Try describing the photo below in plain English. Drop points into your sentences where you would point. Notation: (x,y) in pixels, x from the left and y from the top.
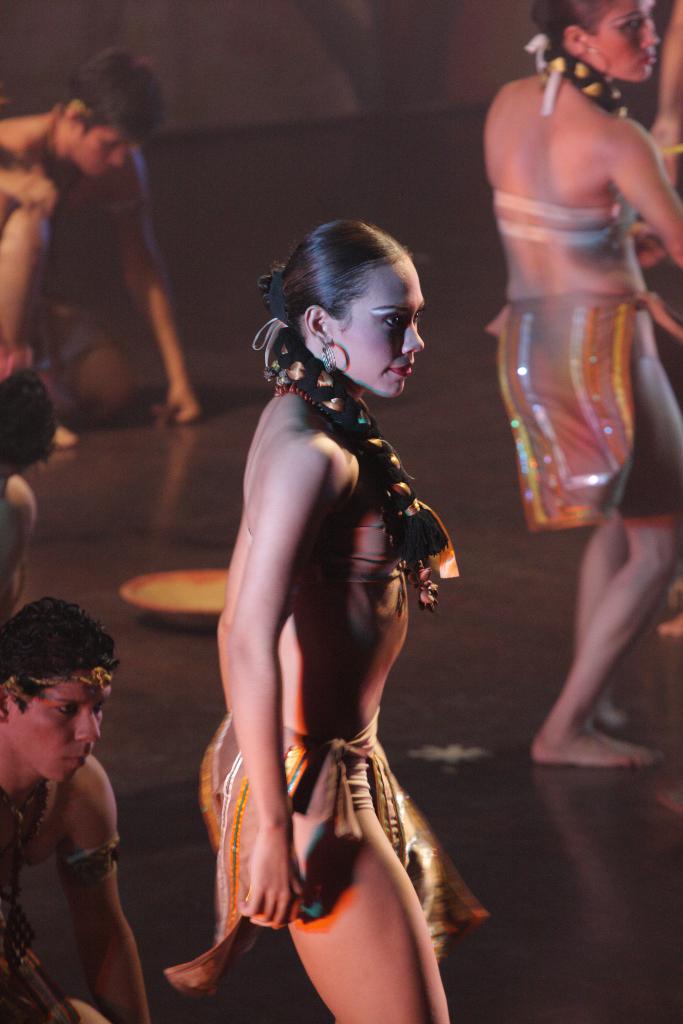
In this picture there are women (361,667) and men (89,939) dancing on a stage (564,863). In the background (271,77) is blurred.
